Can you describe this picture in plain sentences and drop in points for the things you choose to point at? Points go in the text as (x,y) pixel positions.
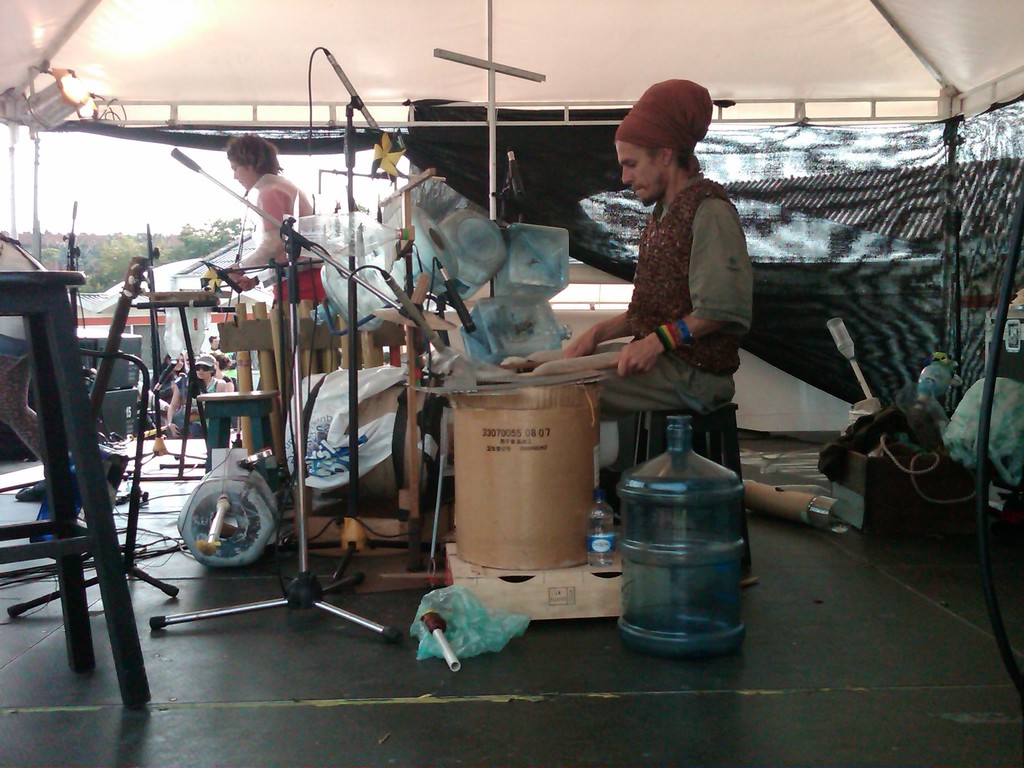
In this picture there are two person (302,291), one sitting and one standing, and playing music with musical instruments (397,338) in front of microphones (419,322) and a stand (346,554). We can observe a plastic cans (665,548) here. In the background (114,257) there are some trees (137,254), people (173,386) and Sky (111,184) too.
